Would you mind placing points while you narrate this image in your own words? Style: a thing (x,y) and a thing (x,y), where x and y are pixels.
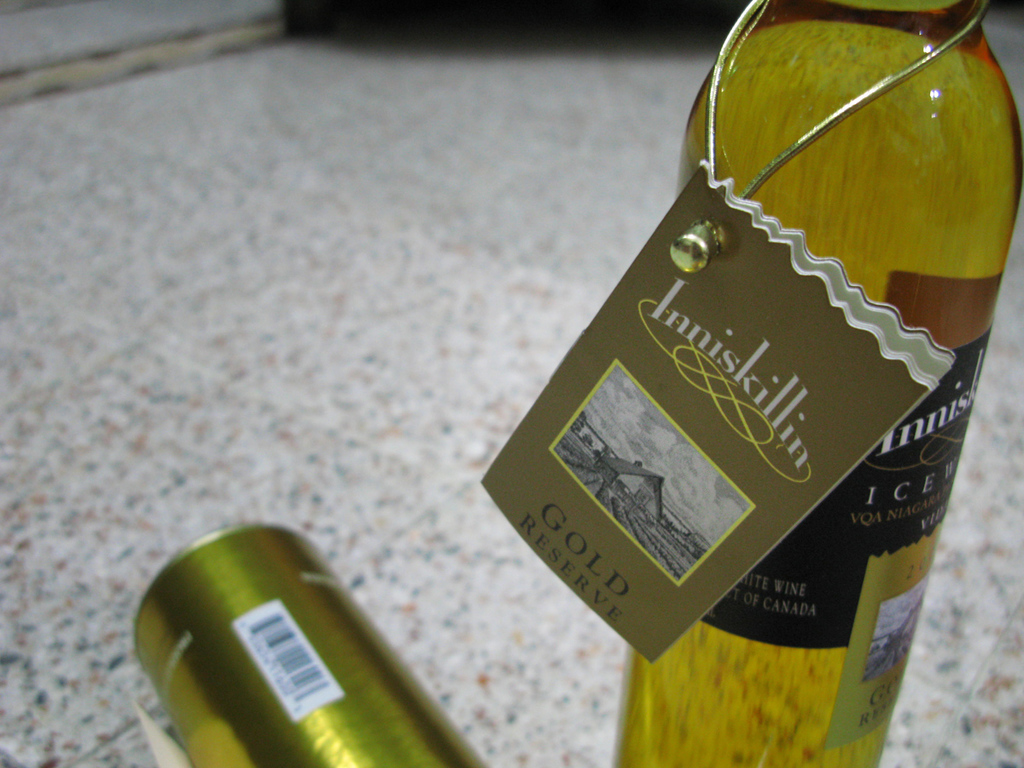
In this image, there is a bottle (889,533) on the right side of the image (780,523). It has label (839,456) and contains some text (872,501). There is a tin (376,661) in the bottom left of the image (229,618).
